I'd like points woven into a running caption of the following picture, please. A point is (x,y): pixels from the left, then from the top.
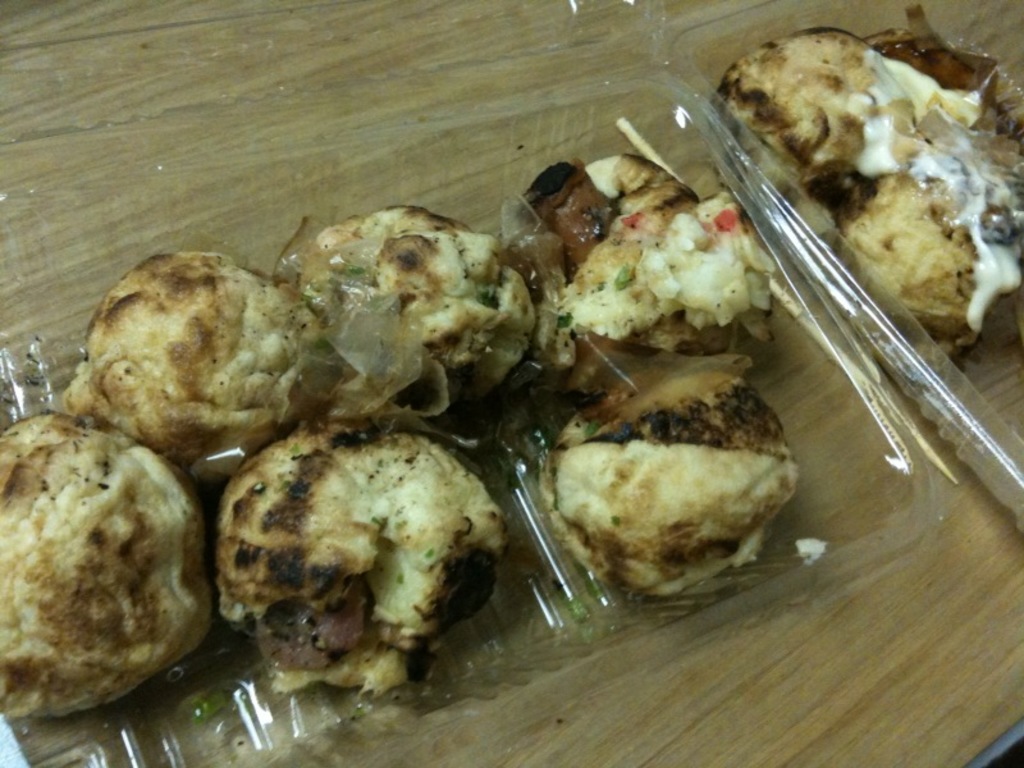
In this image on a plate (812,259) there is some food (467,348). It is kept on a table (808,699).
